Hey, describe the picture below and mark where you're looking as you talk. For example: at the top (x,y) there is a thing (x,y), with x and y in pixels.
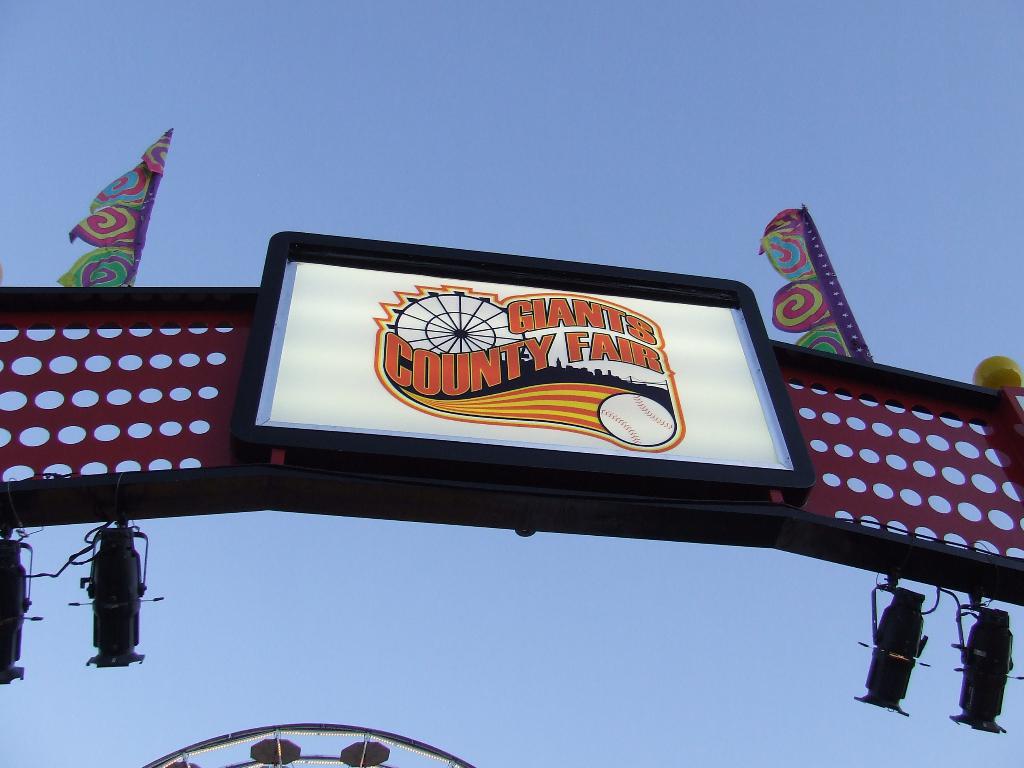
In this picture I can see a screen (549,343) on the arch (881,441), there are flags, focus lights (128,664), there is an object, and in the background (561,661) there is sky (132,728).
